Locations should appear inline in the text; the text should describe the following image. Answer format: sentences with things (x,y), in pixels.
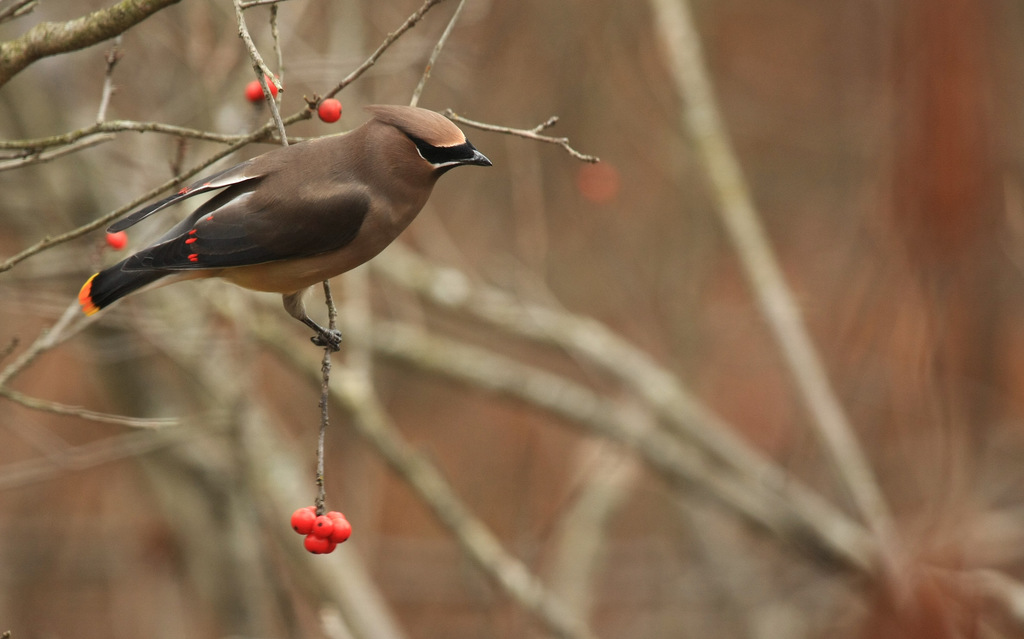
In this image I can see a bird (377,183) which is brown, black, orange, red and white in color on the tree branch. I can see few fruits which are orange in color to the tree (200,130) and the blurry background (780,74).
